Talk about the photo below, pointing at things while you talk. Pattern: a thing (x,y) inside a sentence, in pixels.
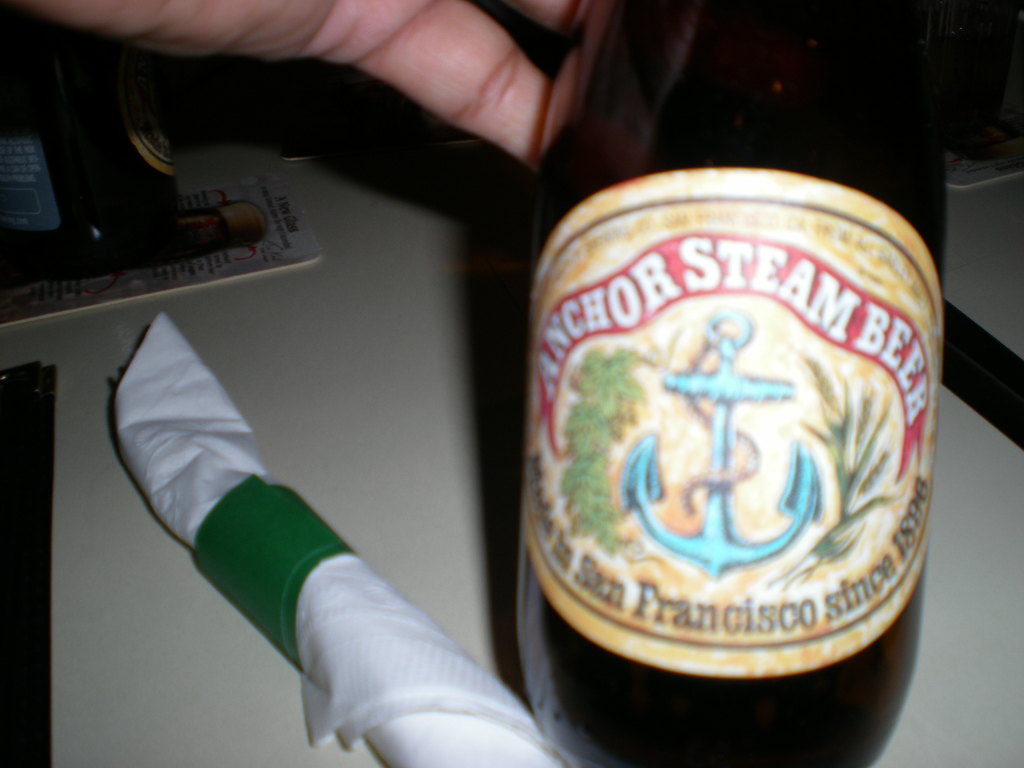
This image consists of a beer bottle (597,497). At the bottom (433,674), we can see the tissues (449,693) on the table (121,503). On the left (304,26), we can see a person's hand (264,43). At the bottom (917,735), there is a table (264,354). On the left (109,230), it looks like a bottle (121,227).
